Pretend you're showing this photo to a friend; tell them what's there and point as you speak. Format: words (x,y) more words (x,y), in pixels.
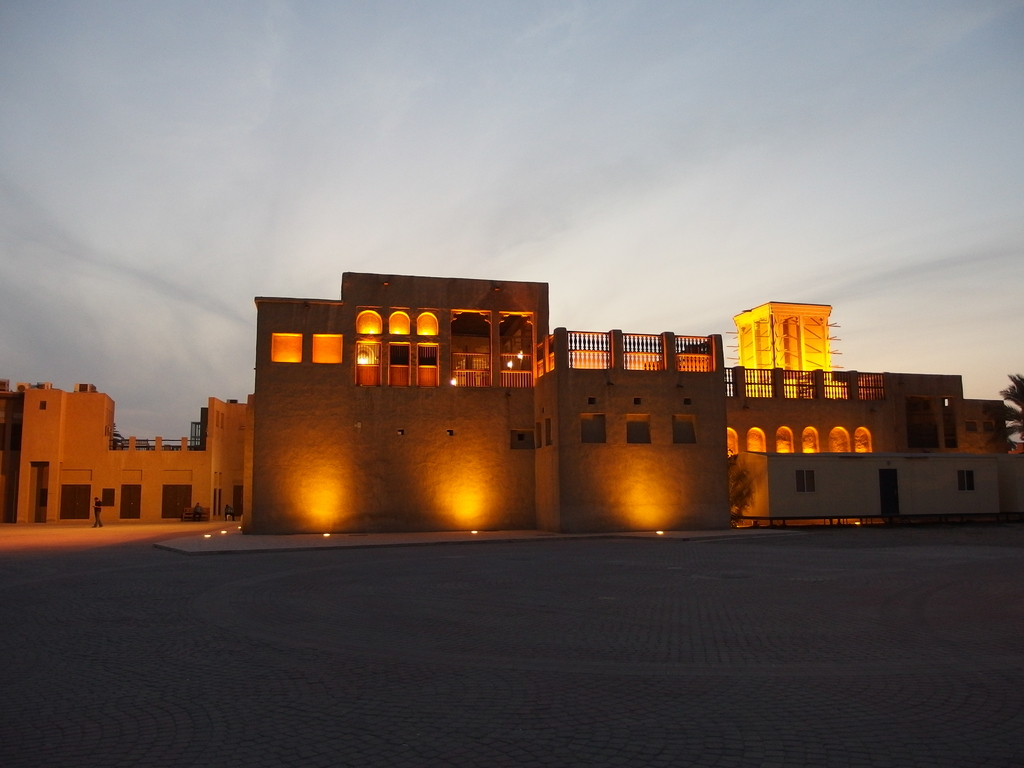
There is a road (415,679). In the background (975,482), there are buildings (388,387). Which are having windows (410,380) and lights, there is a tree (1016,396), there is a person (98,503) on the road (141,541) near a building (211,454) and there are clouds (250,231) in the sky (283,124).
